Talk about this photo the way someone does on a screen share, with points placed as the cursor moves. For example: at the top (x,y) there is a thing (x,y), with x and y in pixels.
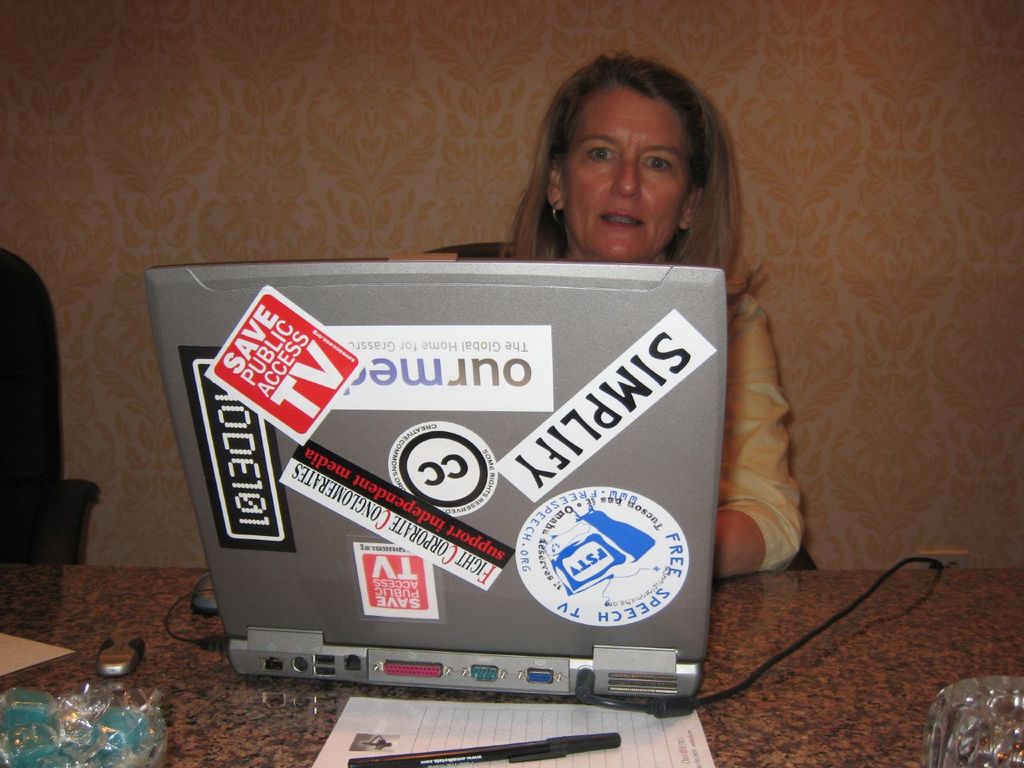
In this image we can see a person (579,209) sitting. At the bottom of the image (561,560) there is a laptop (384,438) with some nameplates (313,366) stick on it, paper (446,711), pen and some other objects (207,596). In the background of the image (33,39) there is a wall (295,137), chair (24,307) and other objects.
